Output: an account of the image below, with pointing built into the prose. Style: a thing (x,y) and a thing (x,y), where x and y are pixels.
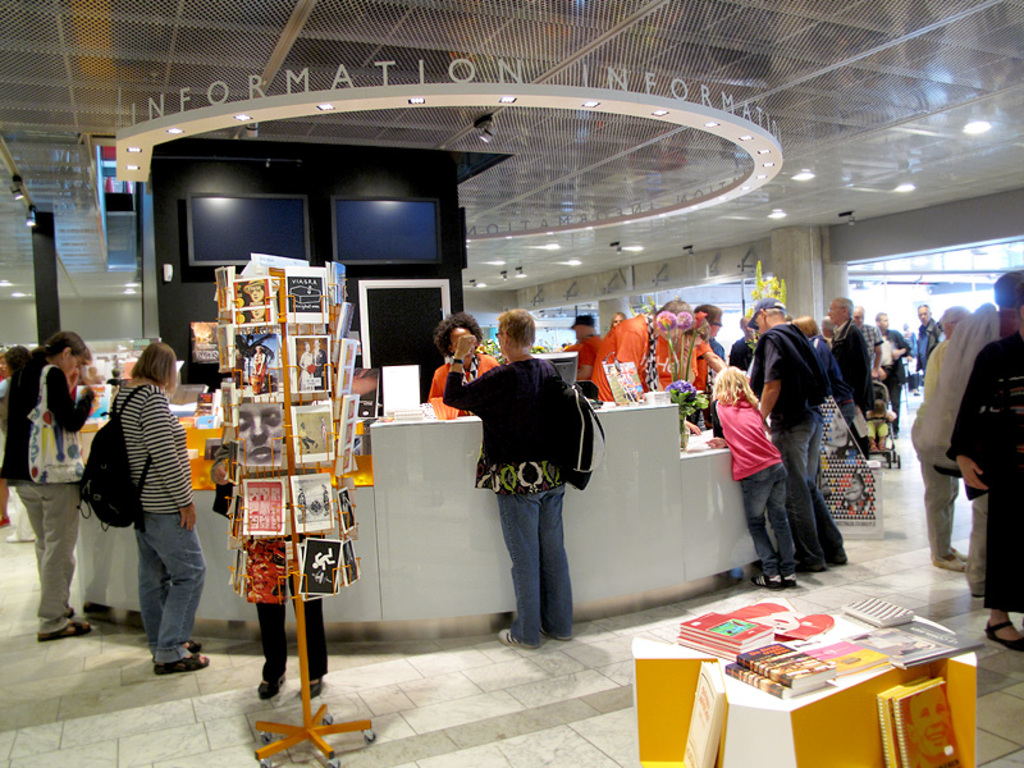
To this ceiling (675,241) there are lights (906,185). Here we can see people (929,432), tables (601,412) and books stand (337,442). To this book stand (337,442) there are books (275,515). Above these tables (808,712) there are books (929,646) and things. Backside of this person (443,333) there are screens (225,228) on the black wall (188,278). This is tile floor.
